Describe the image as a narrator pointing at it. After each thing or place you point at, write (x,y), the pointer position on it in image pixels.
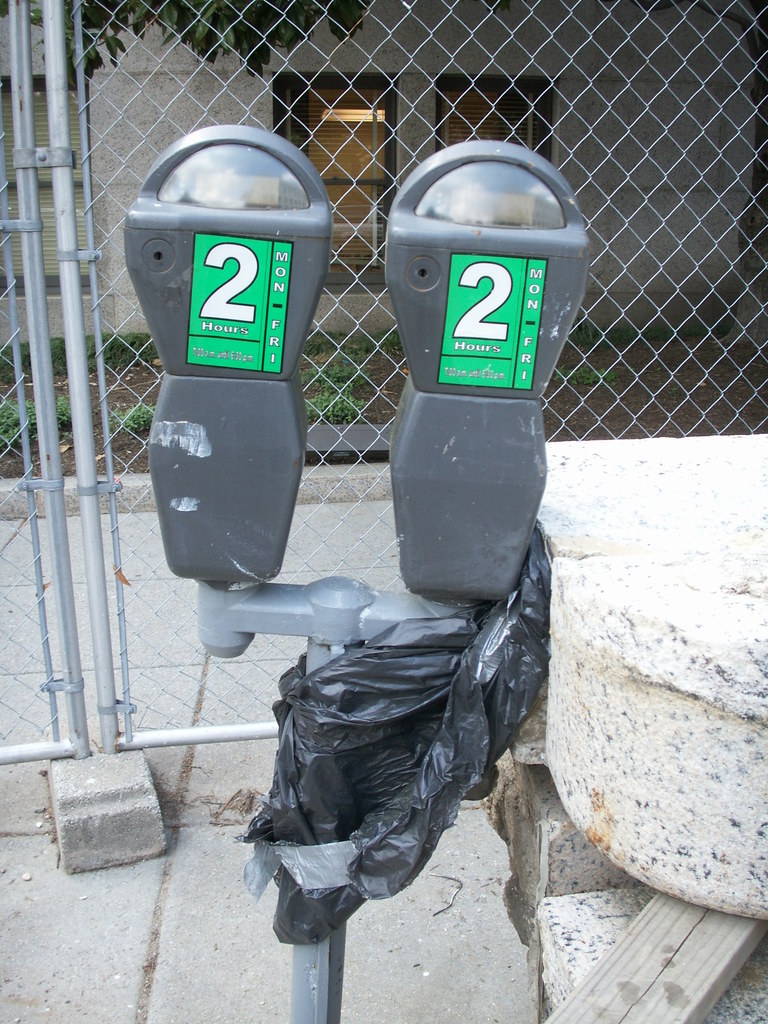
In the center of the image (360,584) we can see parking meters (463,274). On the right (664,465) there are rocks (690,815). In the background (690,191) we can see a mesh (690,191), tree (89,74) and a building (359,112).
